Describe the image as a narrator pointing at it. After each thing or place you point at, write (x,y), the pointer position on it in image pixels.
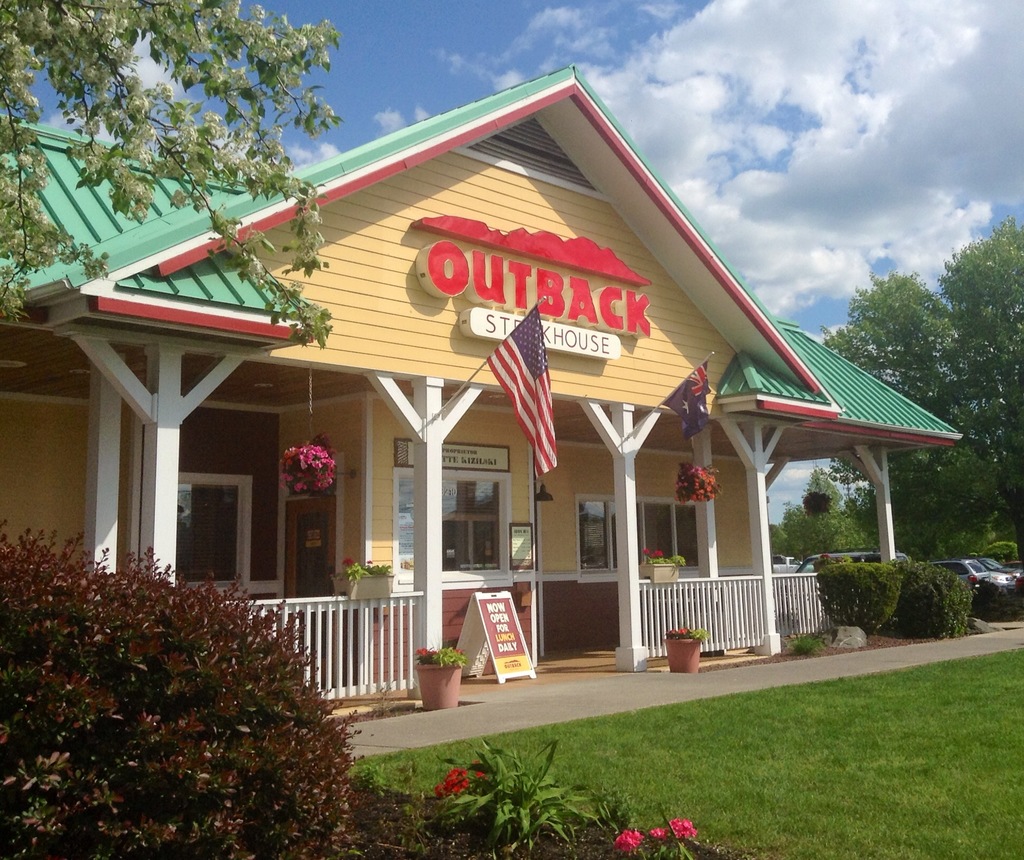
Here we can see grass (700,770), plants (302,802), flowers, cars (789,567), flags (538,369), boards (477,465), fence (752,636), trees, and a house (565,466). In the background (526,77) there is sky (847,129) with clouds (860,202).
